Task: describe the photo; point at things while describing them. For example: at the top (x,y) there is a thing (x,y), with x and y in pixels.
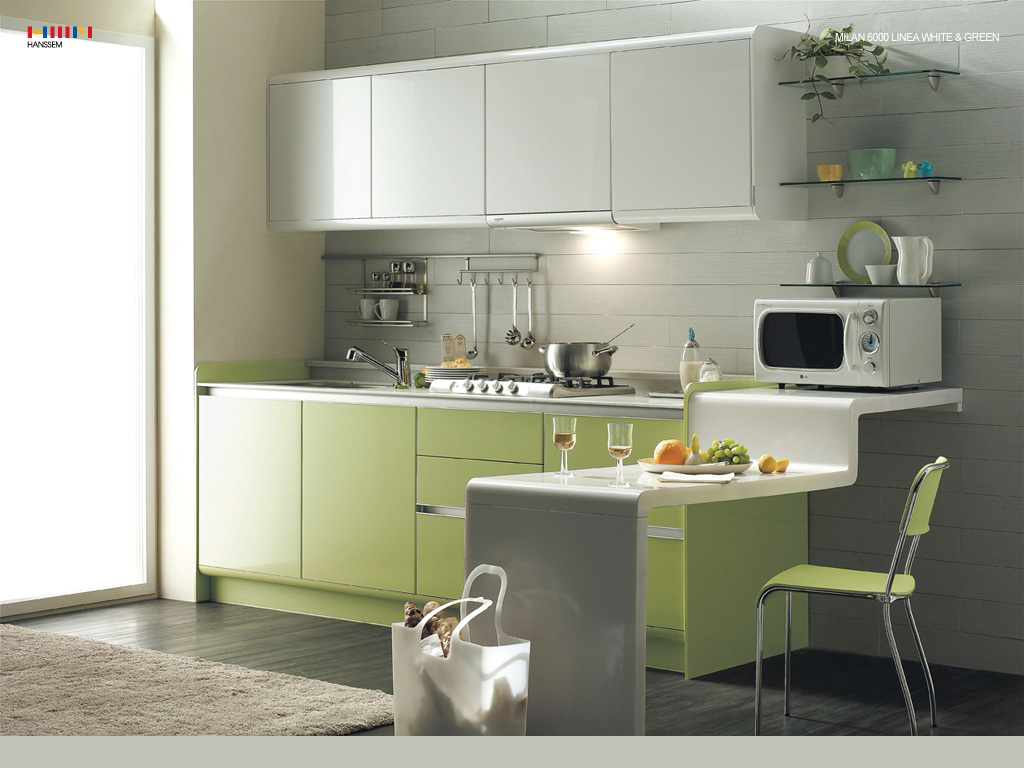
This image describe a kitchen room (446,423) and on the right (895,367) there is a oven (887,346), beside the oven (779,350) there is a bottle (696,367). On the table (557,513) we can see a plate (717,464), grapes (716,445), oranges (682,450) and wine glasses (625,425). on bottom right corner (858,593) there is a chair (873,581). Beside the table (572,610) there is a basket (454,680). ON the bottom left corner (130,695) there is a white carpet (80,681). on the left side (69,288) there is a big door (62,254). On the top (596,100) we can see a grey color drawers (500,166) and on the bottom (385,536) we can see a green color drawers (346,489).
